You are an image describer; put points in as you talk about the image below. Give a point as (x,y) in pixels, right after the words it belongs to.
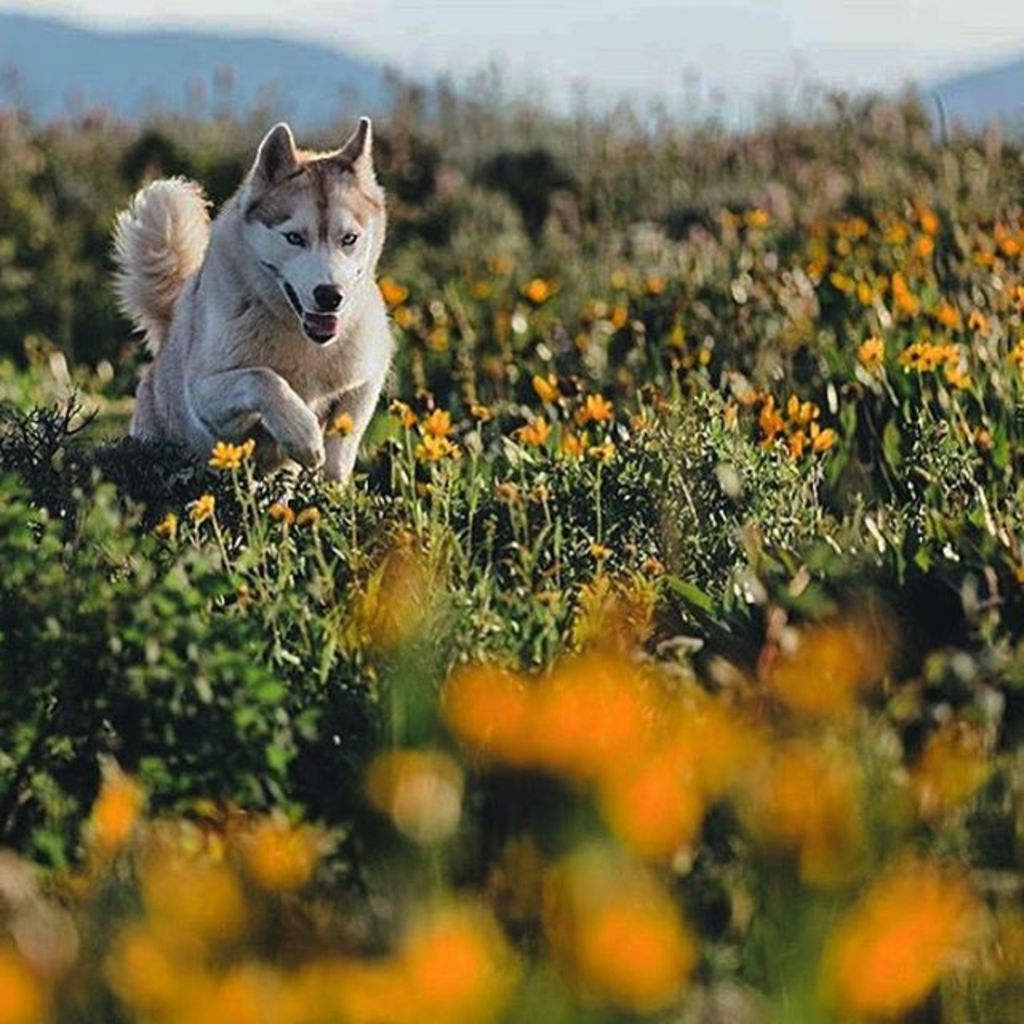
In the image there is a garden (446,605) with many flowers (594,617) and there is a dog (242,296) in between the garden (46,615).
